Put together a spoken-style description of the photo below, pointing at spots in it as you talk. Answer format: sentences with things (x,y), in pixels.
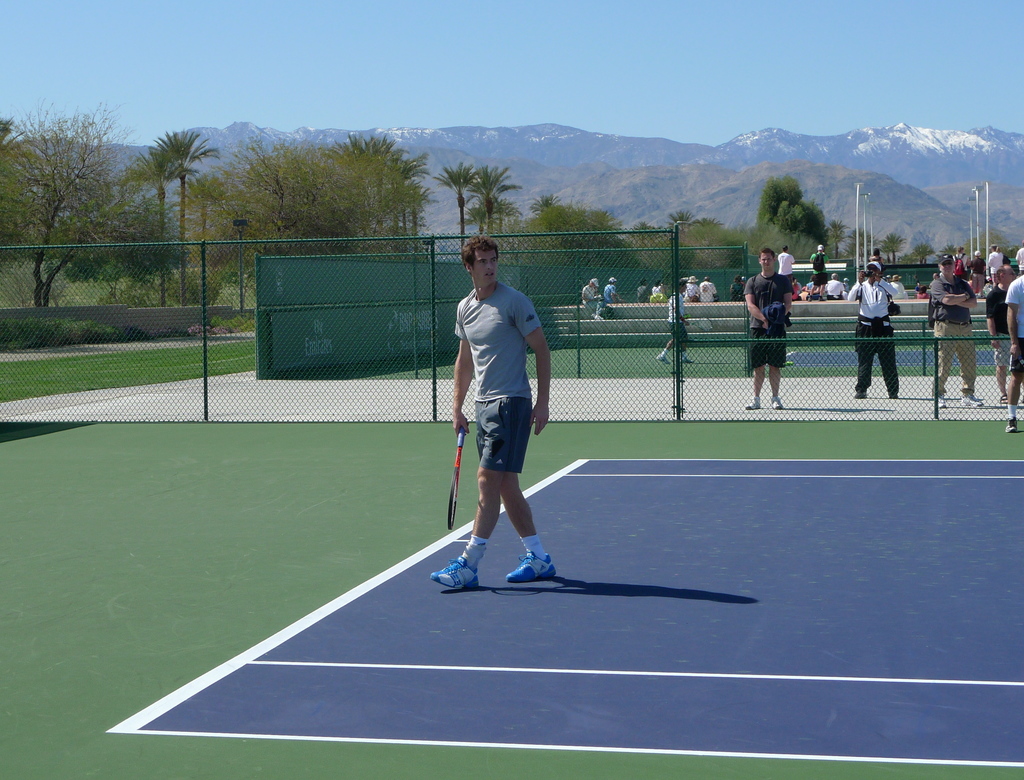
In this image there are group of person (949,286) standing, sitting. Person (514,385) in the center (506,434) is in the playground (299,566) holding a tennis racket (460,469), at the right side (964,285) the persons (1003,278) are standing outside the stadium (779,488), the person (884,308) holding a camera (873,270) is taking a video. In the background (340,196) there are some trees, mountains (929,172) and the sky (649,52).
